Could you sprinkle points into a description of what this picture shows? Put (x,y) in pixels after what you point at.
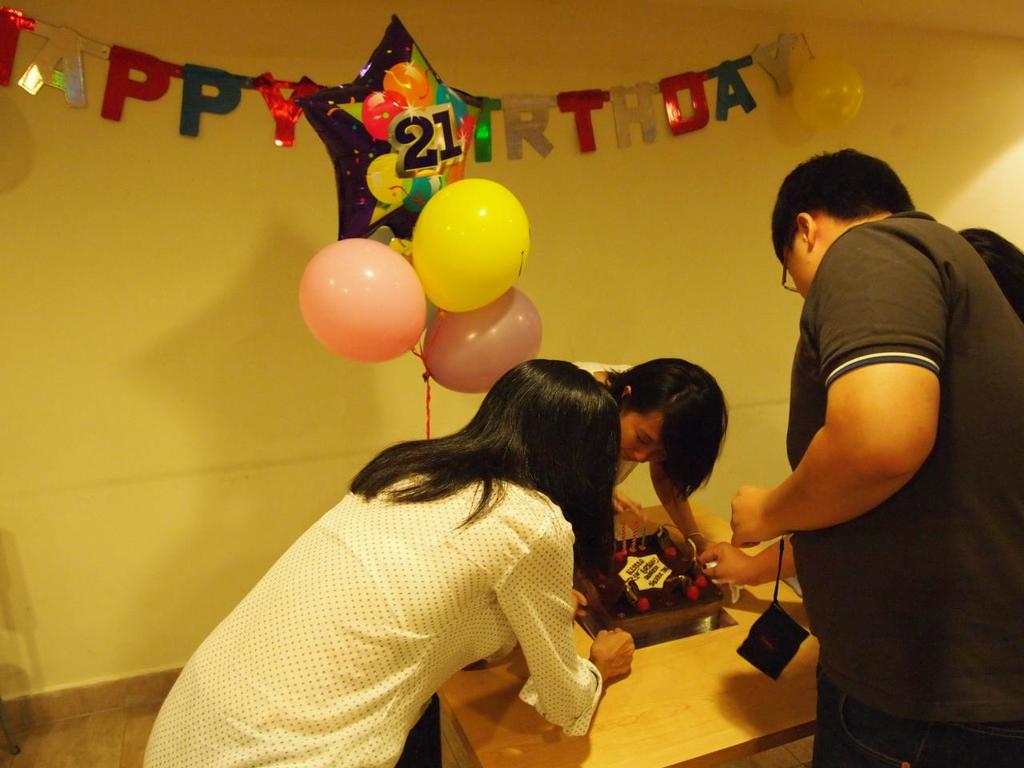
Here we can see a group of people (462,478) standing around the table (718,672) in front of them and we can see a cake (674,554) on the table (687,654) present and behind them we can see balloons (467,241) and decoration of birthday celebrations (469,127) present.
